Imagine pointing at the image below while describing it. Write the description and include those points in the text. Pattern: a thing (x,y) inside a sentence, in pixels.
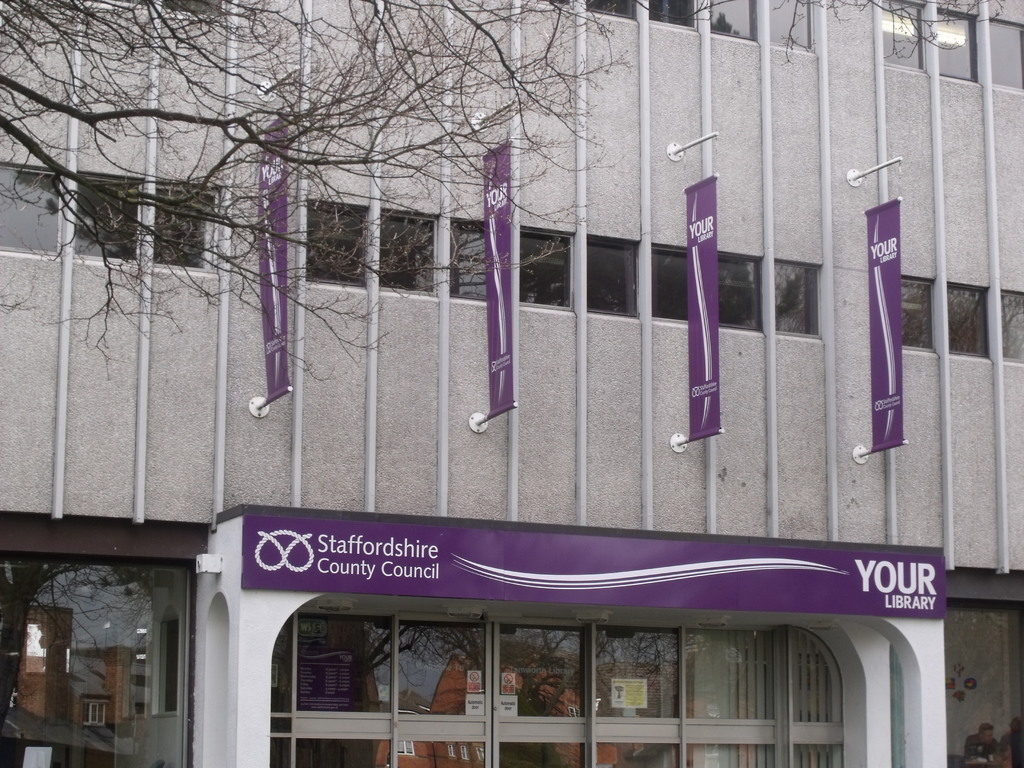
In this image we can see buildings (515,281), advertisement flags (510,297), poles (296,371), windows (683,247) and store (377,654).
